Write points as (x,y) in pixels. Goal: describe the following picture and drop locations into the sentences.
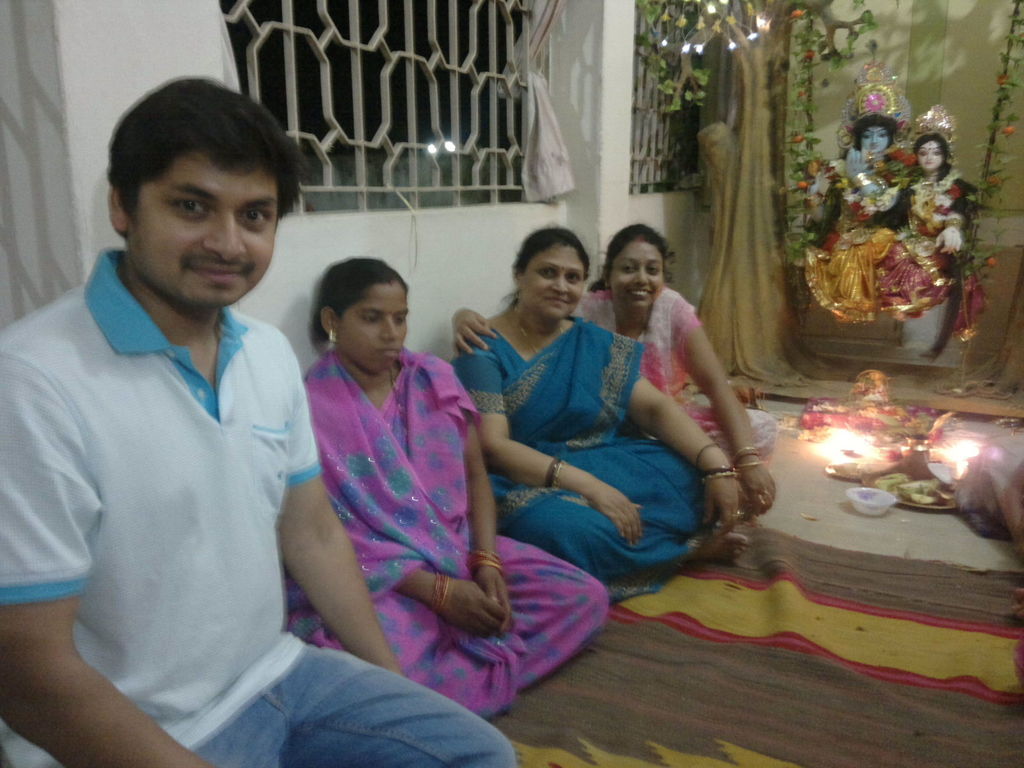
In this picture I can see in the middle (651,334) four persons (498,446) are there, on the right side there is a light (868,450), at the top (860,165) there are statues (875,219), on the left side (340,129) there is an iron grill (496,118).
